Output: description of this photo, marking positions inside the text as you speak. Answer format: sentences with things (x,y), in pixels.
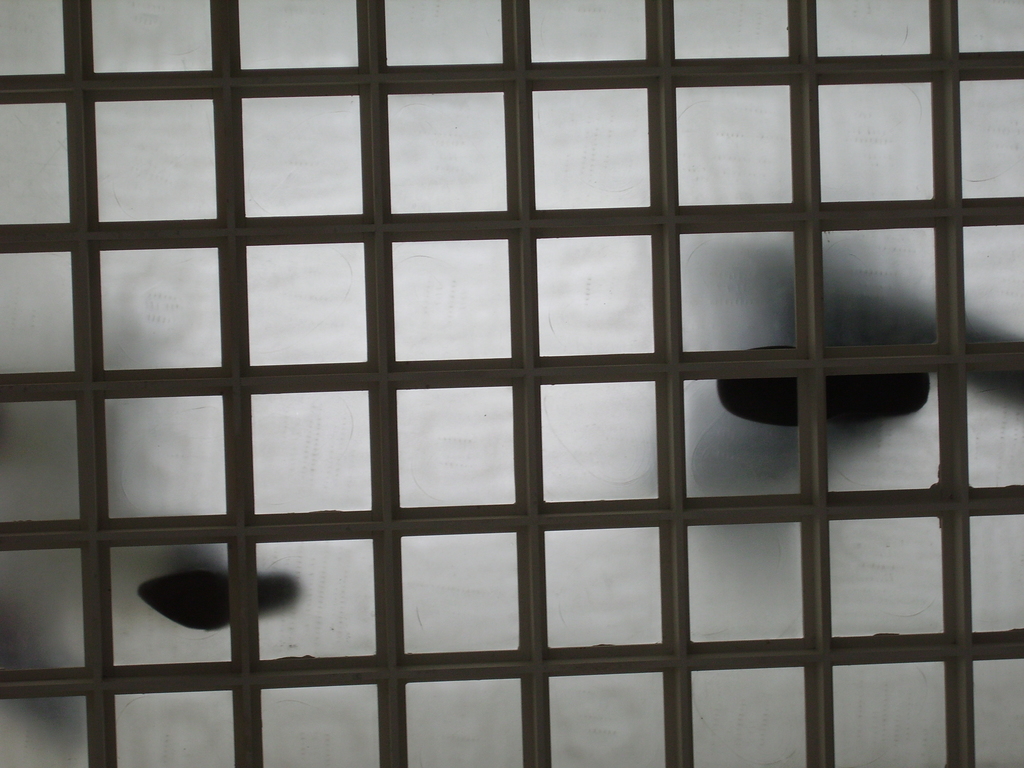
In this image I can see the glass floor (585,485) which is white and black in color. It looks like two persons (219,606) are standing on it.
